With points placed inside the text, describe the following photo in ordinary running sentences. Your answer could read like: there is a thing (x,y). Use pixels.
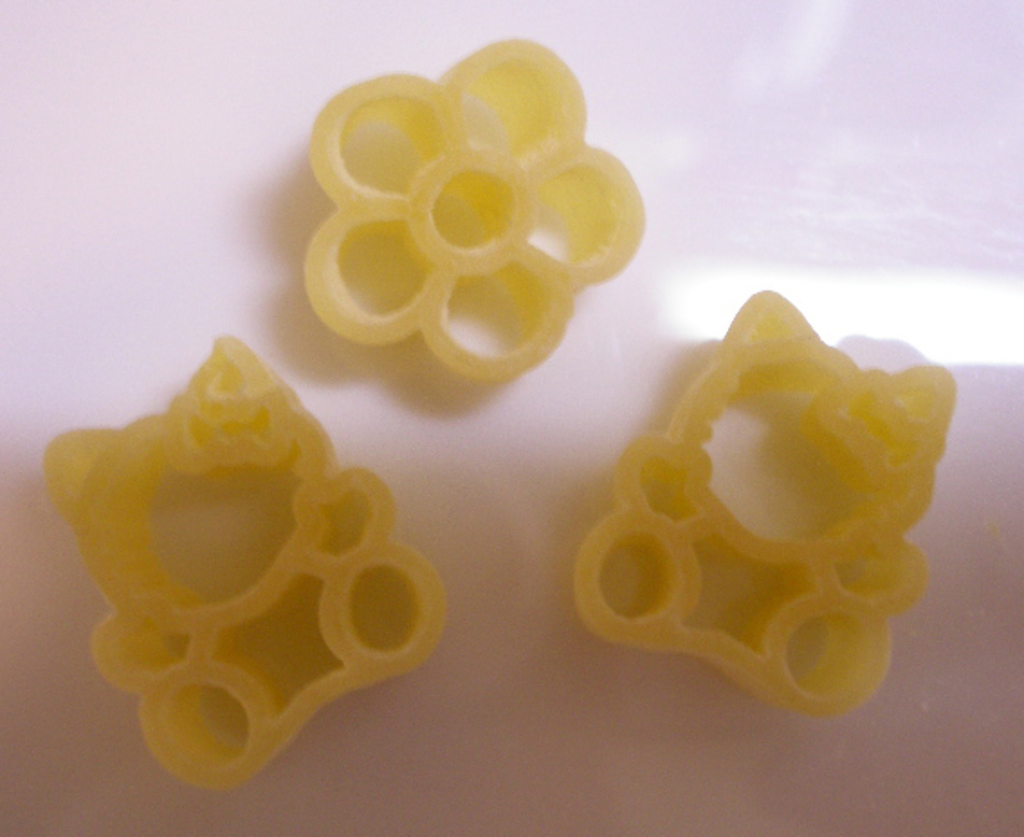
Here we can see three pasta items (366,336) on a platform (19,486).
